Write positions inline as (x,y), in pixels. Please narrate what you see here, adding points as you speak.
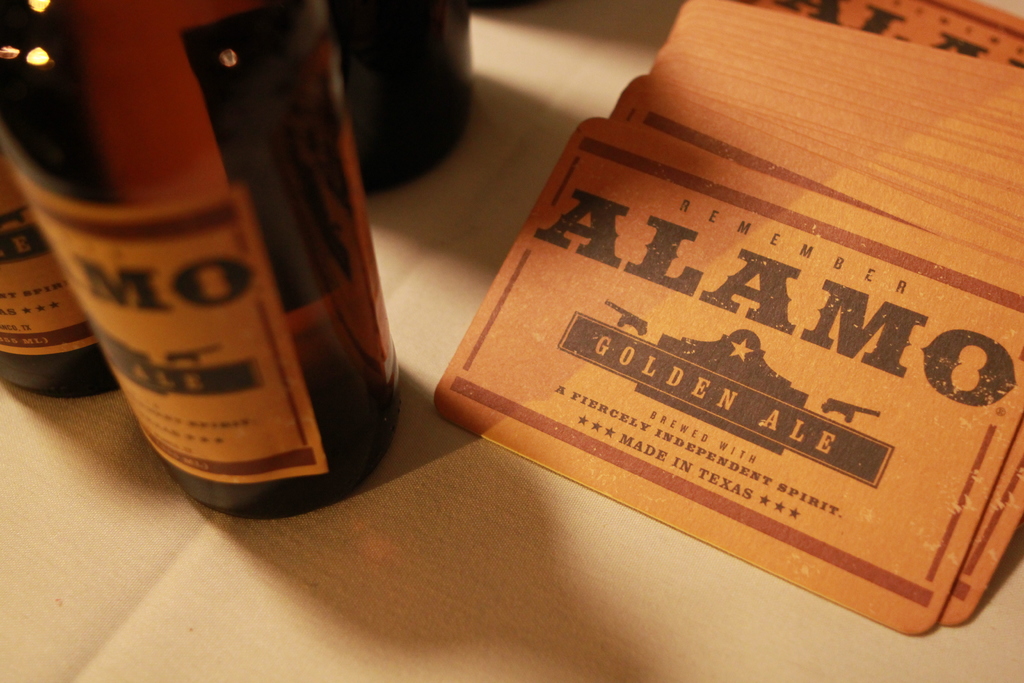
In this picture we can see coasters (538,375) and bottles (316,352) on the surface (483,461).
